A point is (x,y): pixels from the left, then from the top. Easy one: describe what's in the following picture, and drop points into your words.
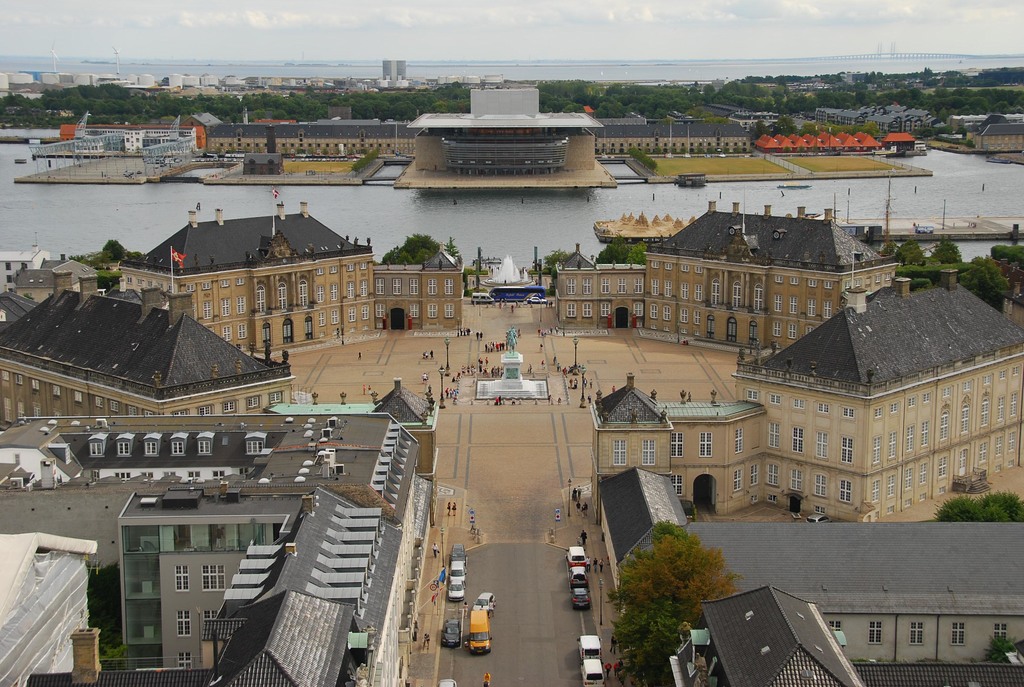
It is the aerial view image of the city (791,359) in which there is a road (514,611) in the middle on which there are vehicles (585,595). There is a statue (512,368) in the middle (488,399) and there are people (454,400) around it. There are buildings (773,225) on either side of the road (546,540). In the background (403,202) there is water (688,194) and there are trees (414,247) beside it. At the top (417,24) there is sky (431,34). In the background (414,99) there are buildings (566,146) and there are trees (581,102) in between them.
